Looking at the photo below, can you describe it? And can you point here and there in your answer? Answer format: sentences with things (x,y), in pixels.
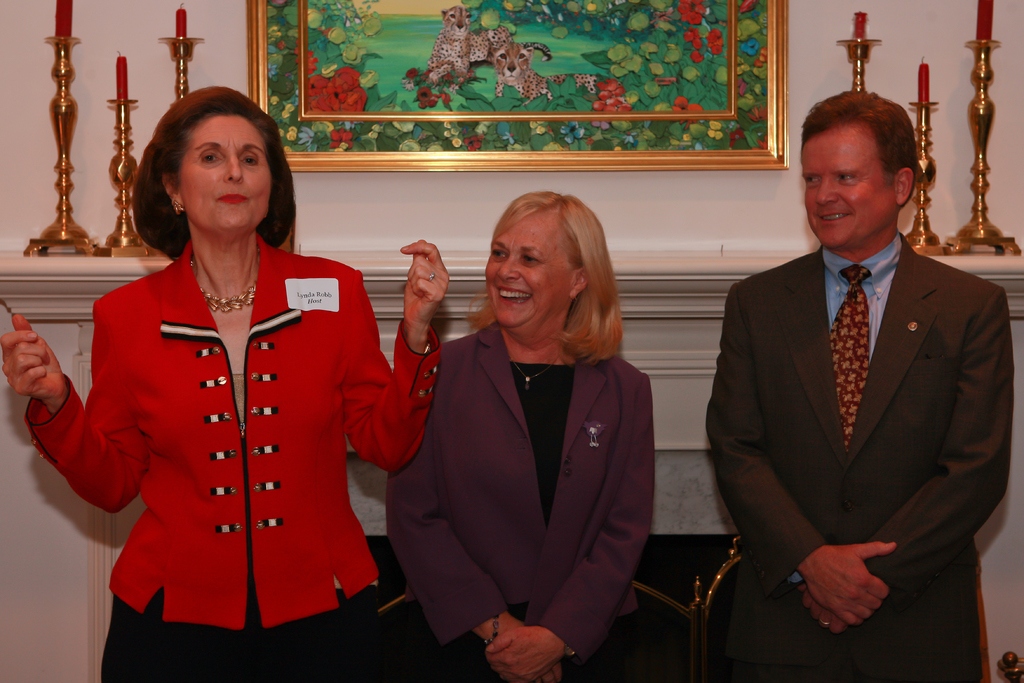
In this image in front (306,639) there are three persons (560,461) standing on the floor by two of them wearing a smile on their faces (551,231). Behind them there is a wall (615,205) with the photo frame (583,144) on it. In front of the wall (435,239) there is a candle stand (124,236) with the candles (124,89) on it.
